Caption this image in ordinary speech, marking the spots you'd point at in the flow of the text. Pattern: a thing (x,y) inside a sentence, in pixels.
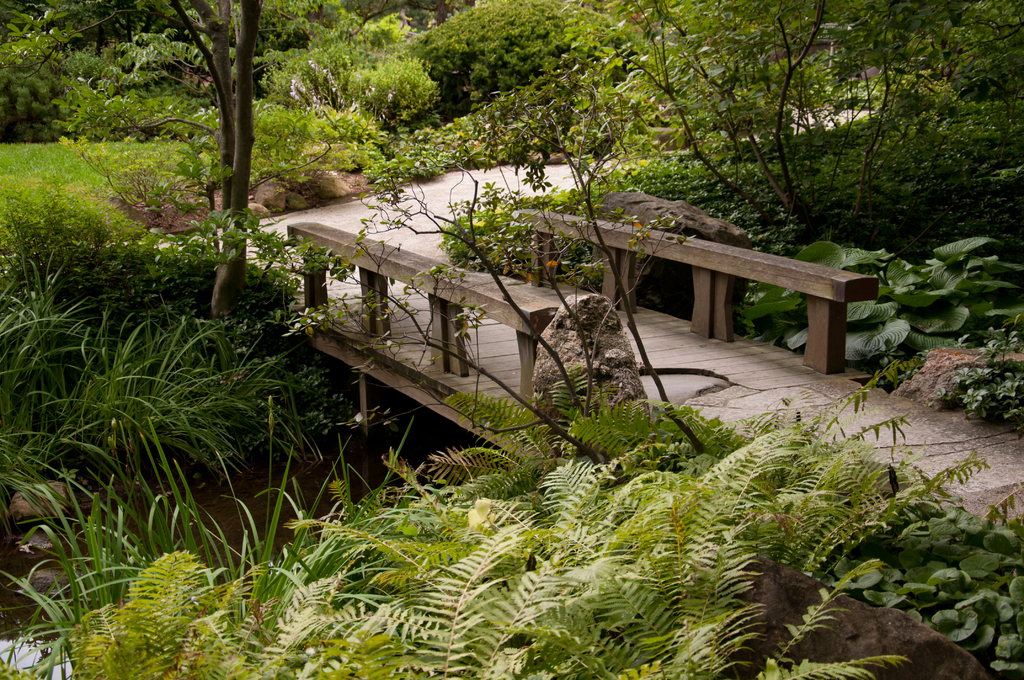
This is water (295,496). Here we can see plants (689,624) and trees (303,33).
